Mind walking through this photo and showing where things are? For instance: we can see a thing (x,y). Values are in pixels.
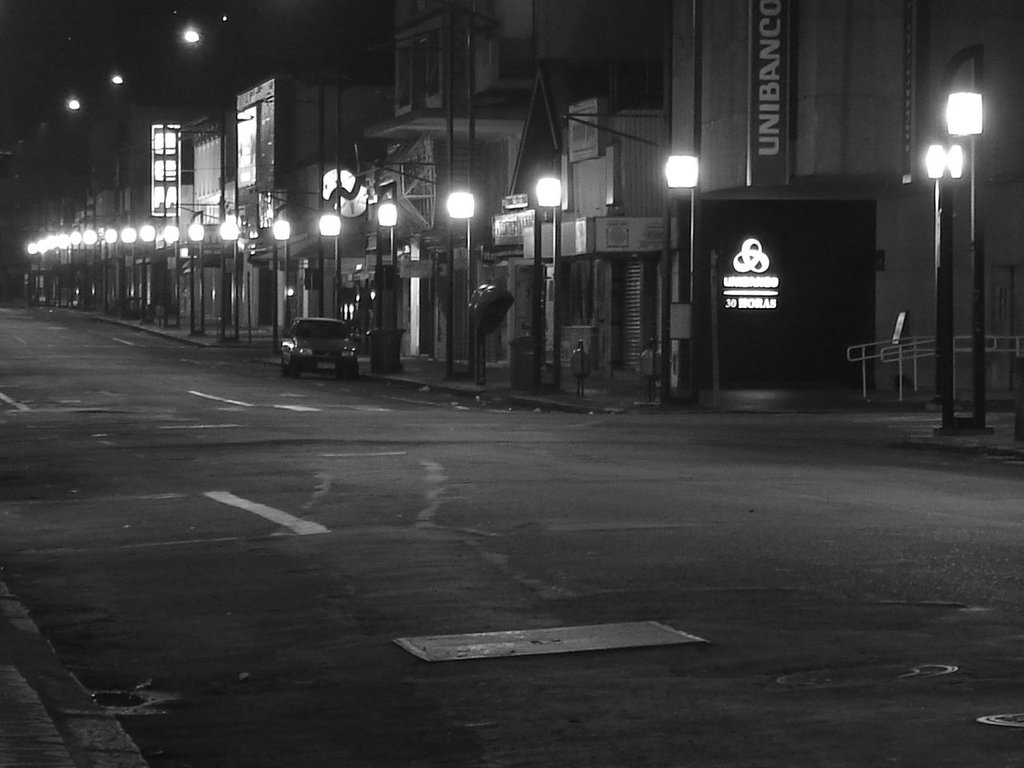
In this picture in the background (234,269) there are light poles (193,232), there are buildings (348,230), boards (767,146) with some text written on it and there is a car (326,350) on the road (481,615), on the right side (872,358) there is a railing (901,344). In the front (383,524) there is a road (470,511).
